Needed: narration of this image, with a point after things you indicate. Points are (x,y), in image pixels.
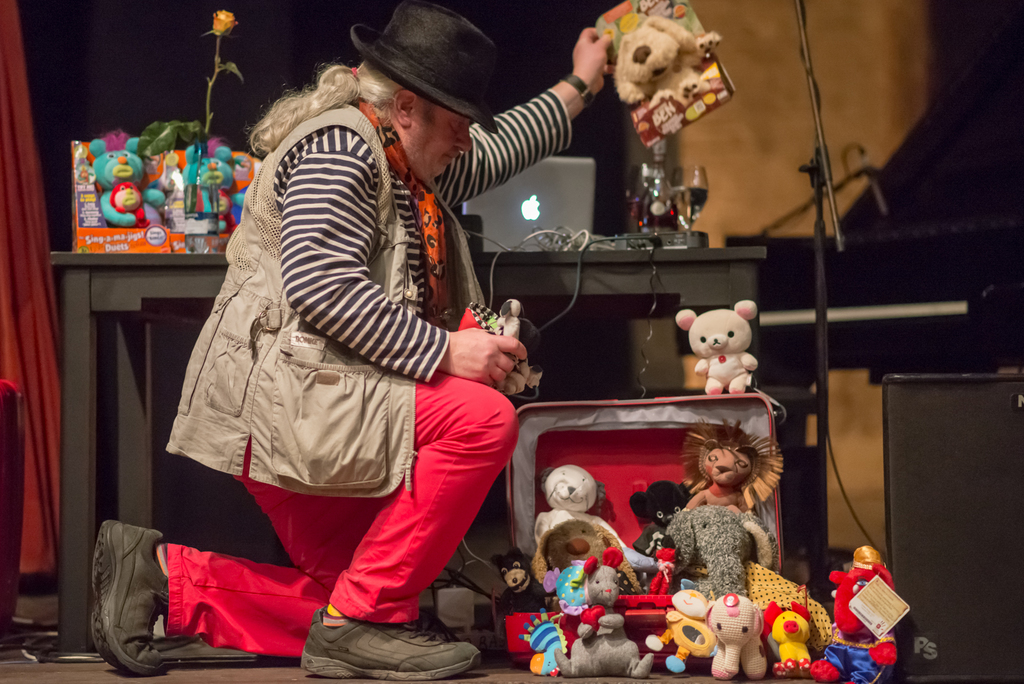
As we can see in the image there is wall (886,92), flower (208,82), laptop (543,178), a person (346,263) wearing black color hat (419,49), cream color jacket (272,281) and black color shoes (105,612). There are tables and toys (744,462).
